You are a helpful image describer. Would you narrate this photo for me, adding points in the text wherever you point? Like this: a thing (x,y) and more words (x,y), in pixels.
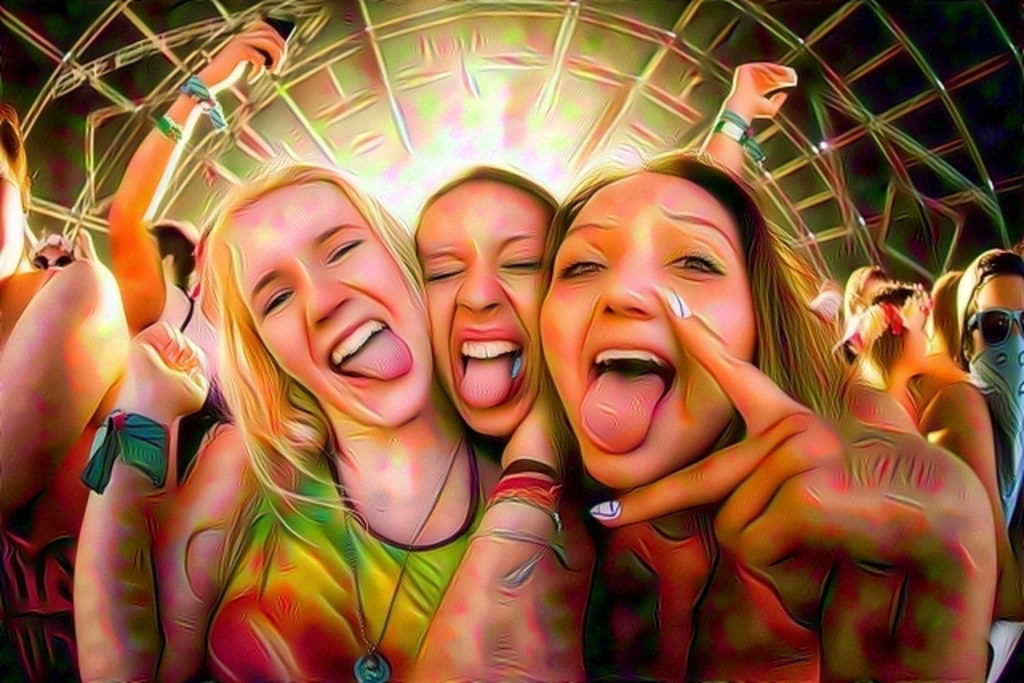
This is an edited image. I can see a group of people (341,407). In the background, It looks like a truss (57,55).
